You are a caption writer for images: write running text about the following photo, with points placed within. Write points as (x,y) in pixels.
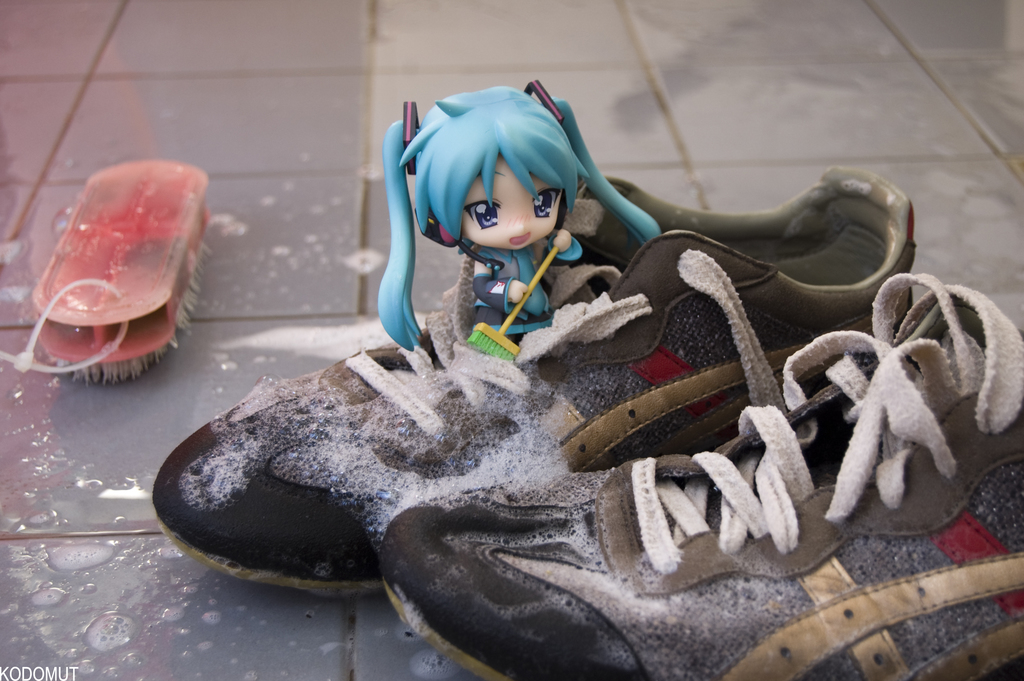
In this image we can see the shoes (604,466). A toy (487,295) is placed on a shoe (572,321). We can see foam (543,512) on the shoes (501,512). On the left side (148,224), we can see a brush (180,243). In the bottom left corner (2,678) we can see the text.
